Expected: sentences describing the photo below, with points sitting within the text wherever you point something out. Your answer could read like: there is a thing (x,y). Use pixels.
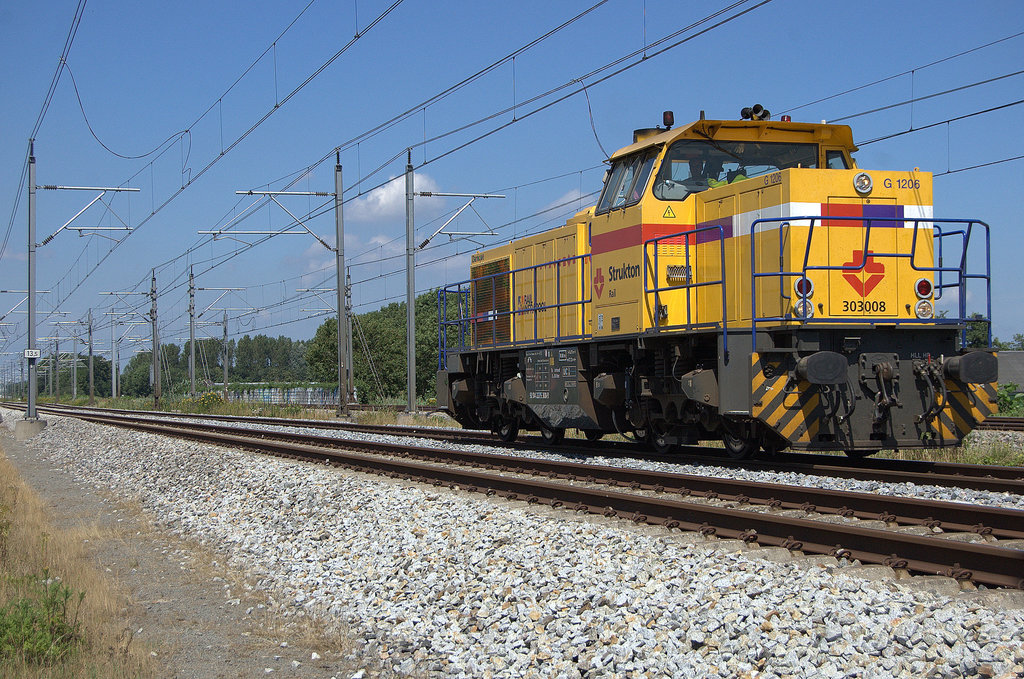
In this picture, we can see train (549,414), rail track (773,467) and the ground (336,537) with some stones (64,427), trees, plants (89,603), wall (221,395), poles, board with some text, wires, and we can see the sky (420,220) with clouds (559,200).
